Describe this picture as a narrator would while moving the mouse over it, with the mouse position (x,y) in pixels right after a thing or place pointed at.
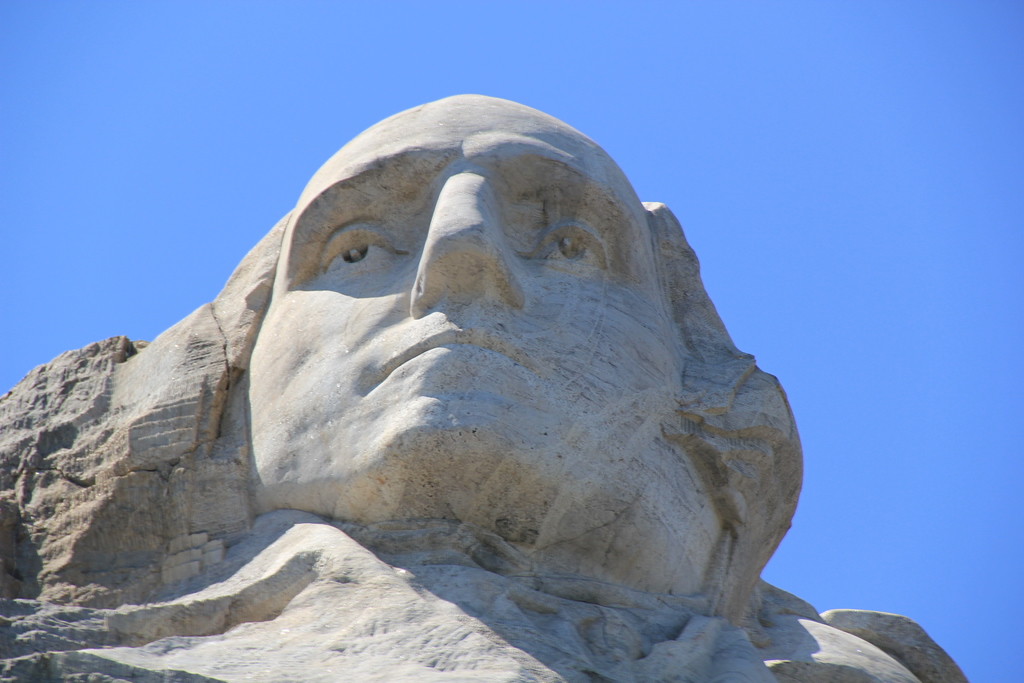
This picture contains a stone carved statue (412,330). In the background (306,166), we see the sky (884,300), which is blue in color.
